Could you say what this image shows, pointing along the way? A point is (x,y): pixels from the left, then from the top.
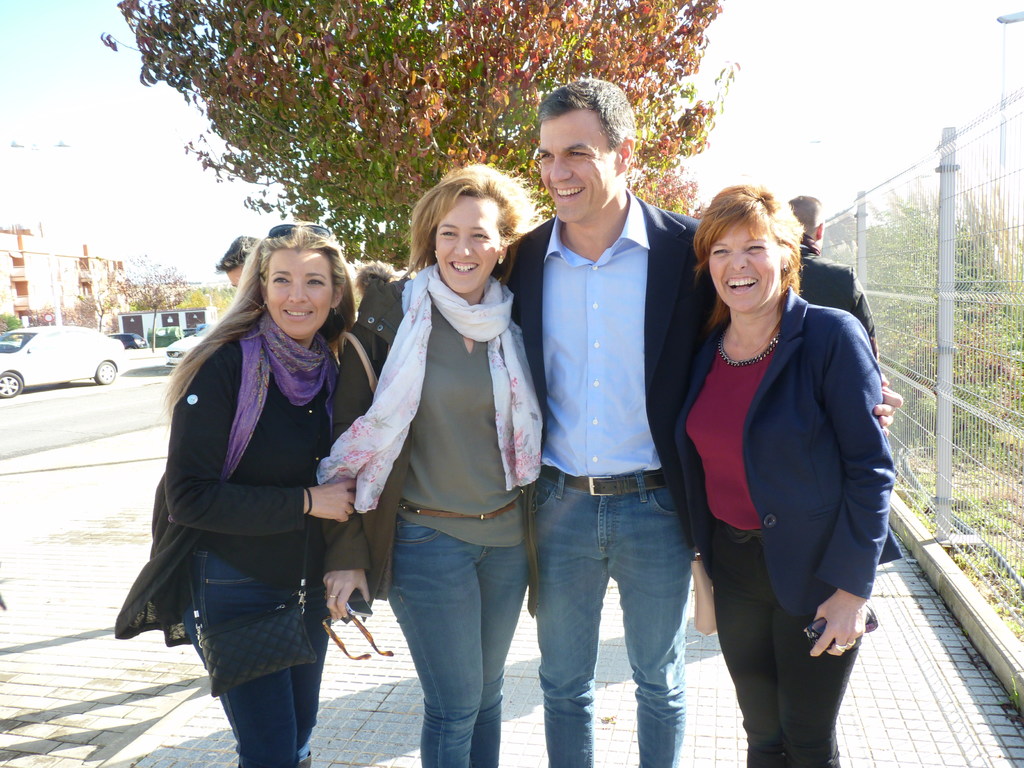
In this image there are four persons (375,464) standing on a footpath (856,710), on the right side (879,269) there is fencing (882,292), in the background (468,90) there is a tree (461,139), on the left side (48,404) there are cars (110,368) on a road (113,429).
